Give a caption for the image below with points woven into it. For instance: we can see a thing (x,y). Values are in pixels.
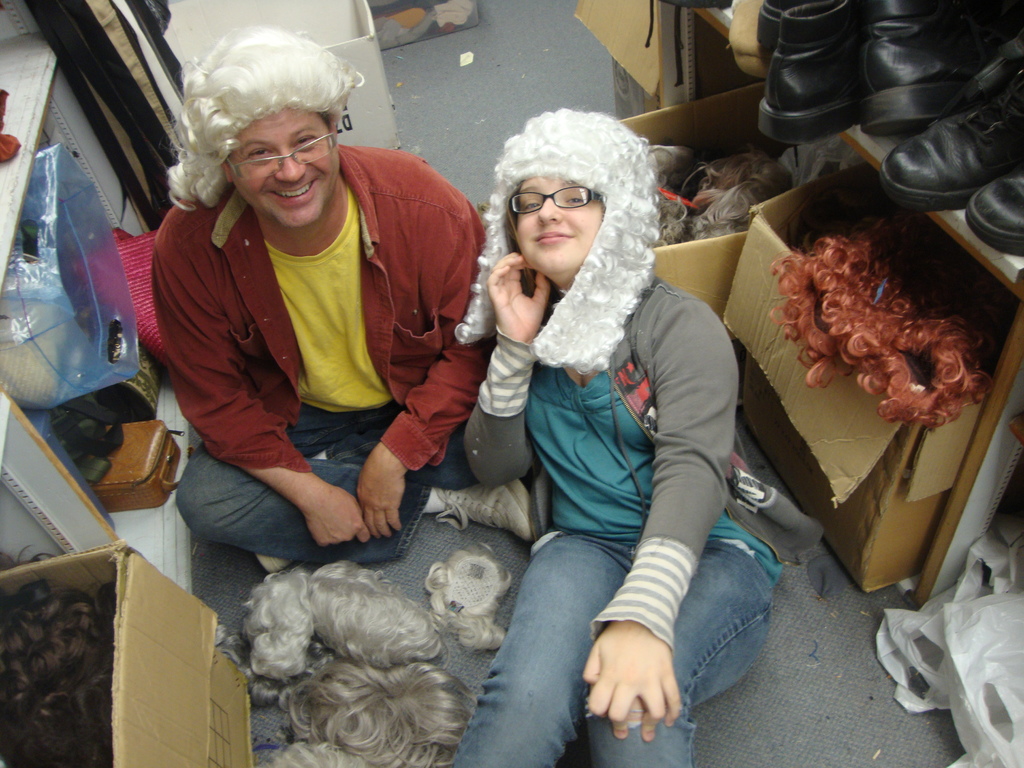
In the picture I can see people (501,434) sitting on the floor (421,561), we can see some wigs (971,310) and boxes (936,521) are in the shelves (0,215).
